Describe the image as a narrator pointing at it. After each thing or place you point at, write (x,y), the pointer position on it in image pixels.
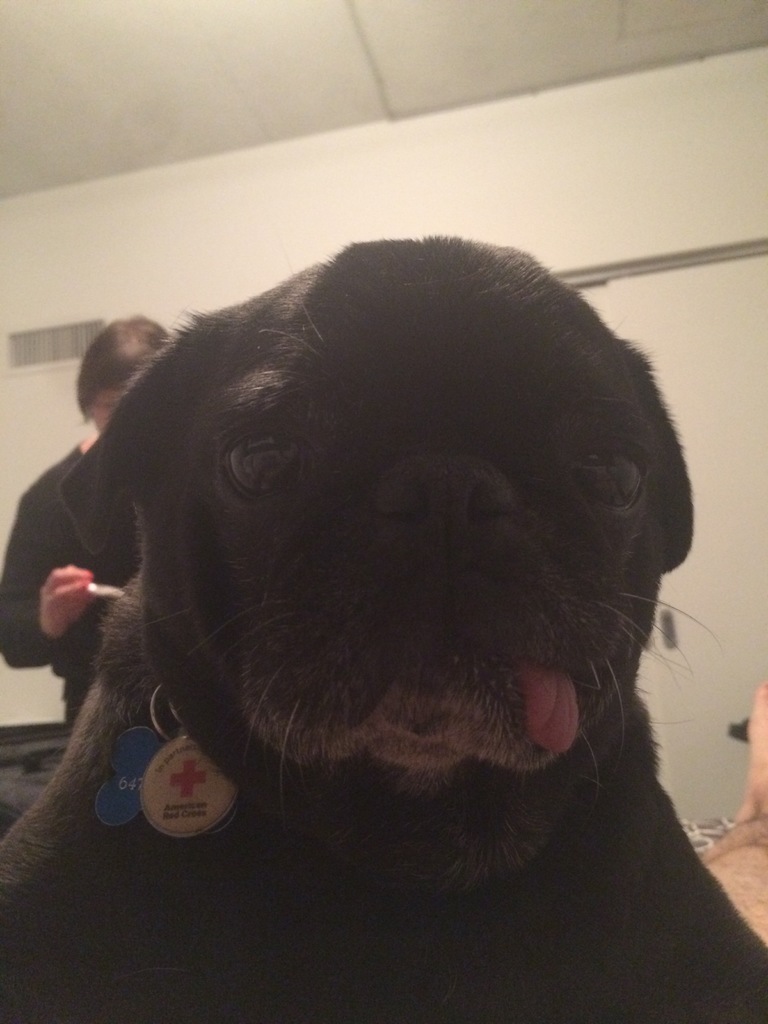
In this image there is a black color dog (501,598), and at the background (194,256) there is a person (85,438) standing, wall (276,261).
